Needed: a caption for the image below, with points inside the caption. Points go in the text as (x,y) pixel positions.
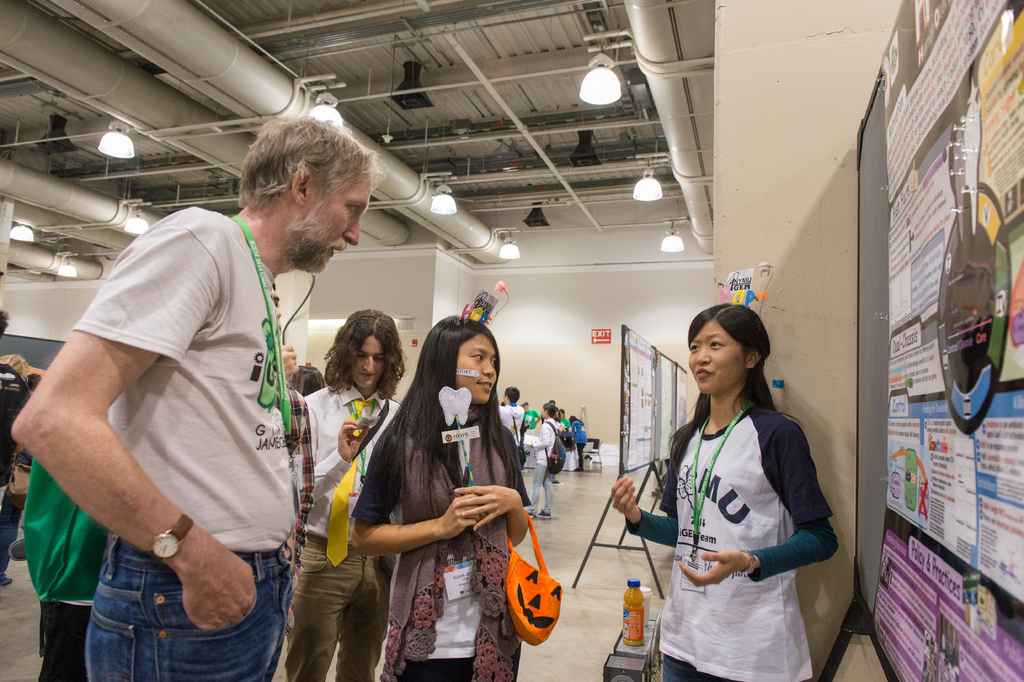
In this image I can see group of people (22,446) standing. In front (219,497) the person (189,509) is wearing white and blue color dress (236,373) and I can see few papers (912,370) attached to the board (875,405). Background (6,292) I can see few people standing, few lights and the wall (572,323) is in white color.
